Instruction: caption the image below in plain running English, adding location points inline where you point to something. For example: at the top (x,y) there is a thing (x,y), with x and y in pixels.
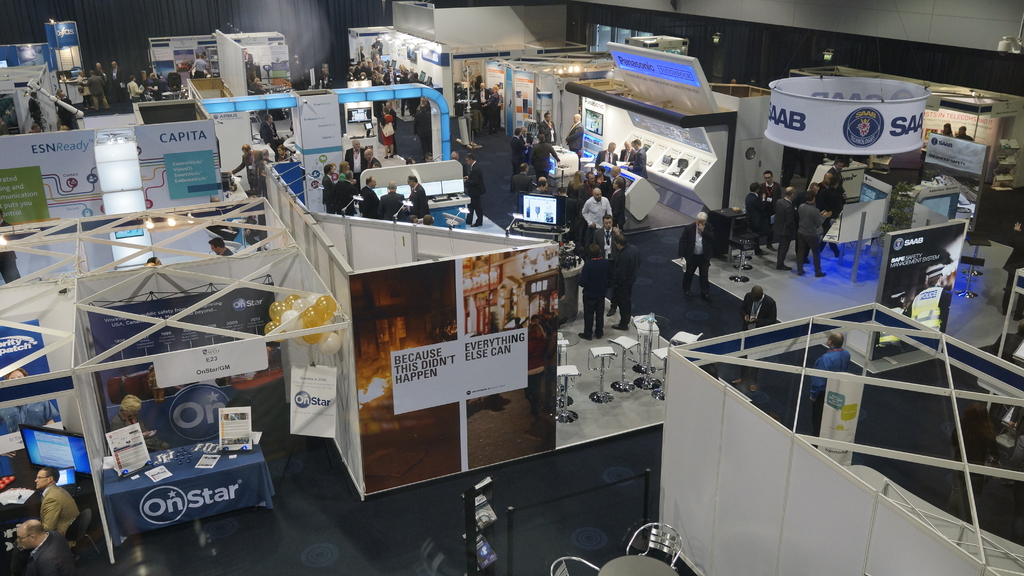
This is a top view of the image. In this image, in the right corner (842,371), we can see a man (828,363) standing on the floor (879,464). In the right corner (706,383), we can also see a metal box (828,447), hoarding (829,424). In the middle of the image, we can see some tables (655,574) and chairs (652,543). In the left corner (16,516), we can see some tables (80,497) and chairs (86,542), on the chairs (66,536), we can see two men (37,540) are sitting in front of the table (14,486). On the table (30,509), we can see monitor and a papers (17,498). In the background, we can see some metal boxes (19,89), a group of people (817,271) and a wall (256,30) which is in black color.
